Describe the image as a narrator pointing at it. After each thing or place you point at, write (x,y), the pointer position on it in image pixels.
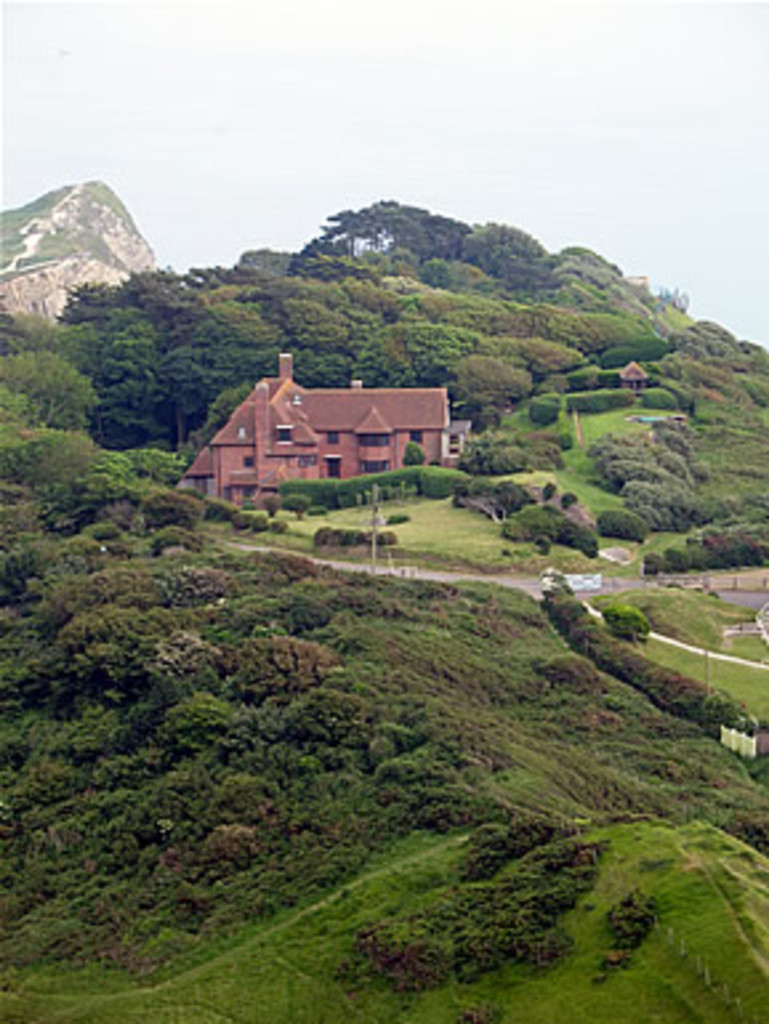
Here we can see a house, grass (456,539), plants (569,539), trees (550,268), and a mountain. In the background (226,145) there is sky (644,187).
